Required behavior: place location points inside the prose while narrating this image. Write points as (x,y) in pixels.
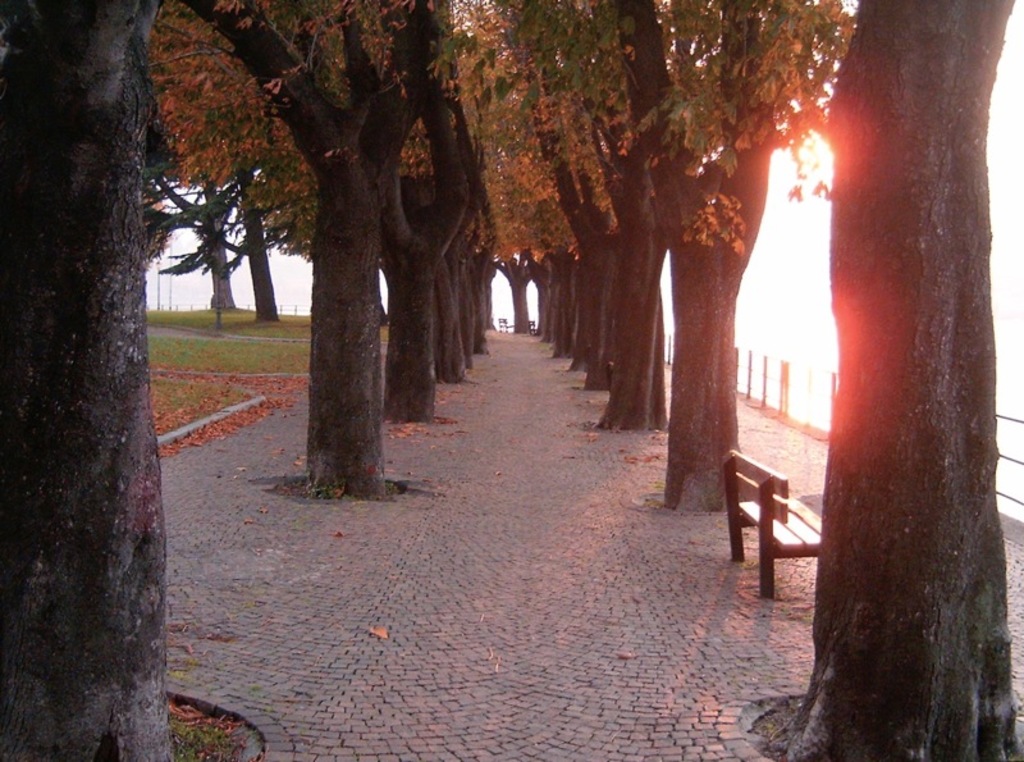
In this image, these are the trees (224,202) with branches (702,153) and leaves (698,138). On the right side of the image (786,385), I can see a bench (742,456) and a fence (750,368). This is the pathway (498,682). On the left side of the image (259,362), I can see the grass (197,413).
